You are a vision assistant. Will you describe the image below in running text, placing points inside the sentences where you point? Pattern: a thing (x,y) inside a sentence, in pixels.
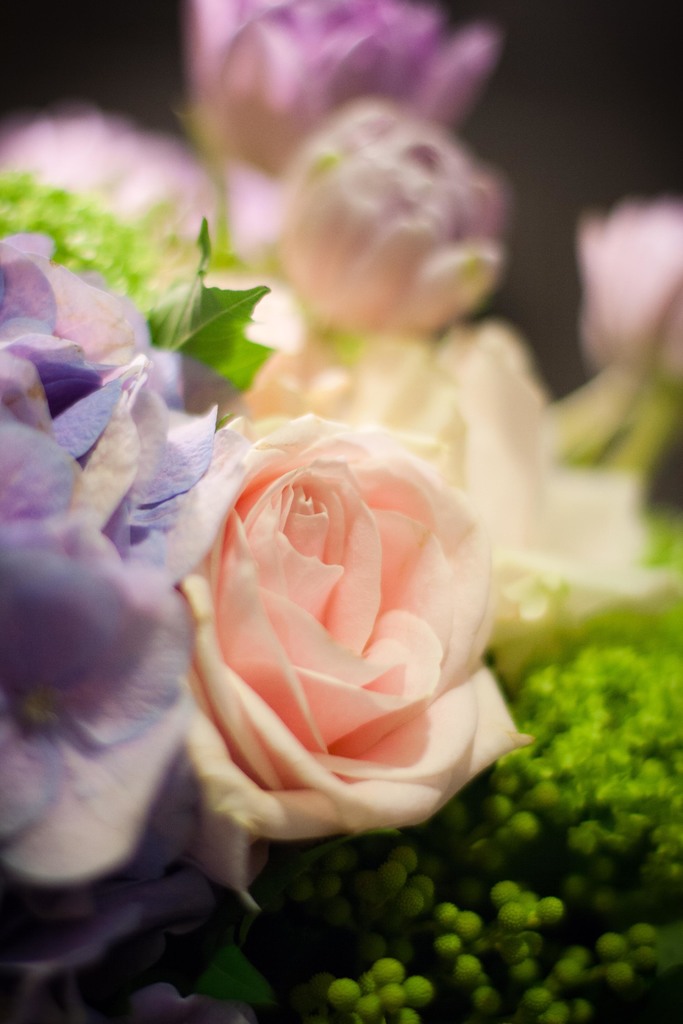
In the picture I can see light pink color flowers (345,658), violet color flowers (157,592) and green color leaves (618,787) and the background of the image (226,23) is slightly blurred, where I can see a few more flowers (369,327).
